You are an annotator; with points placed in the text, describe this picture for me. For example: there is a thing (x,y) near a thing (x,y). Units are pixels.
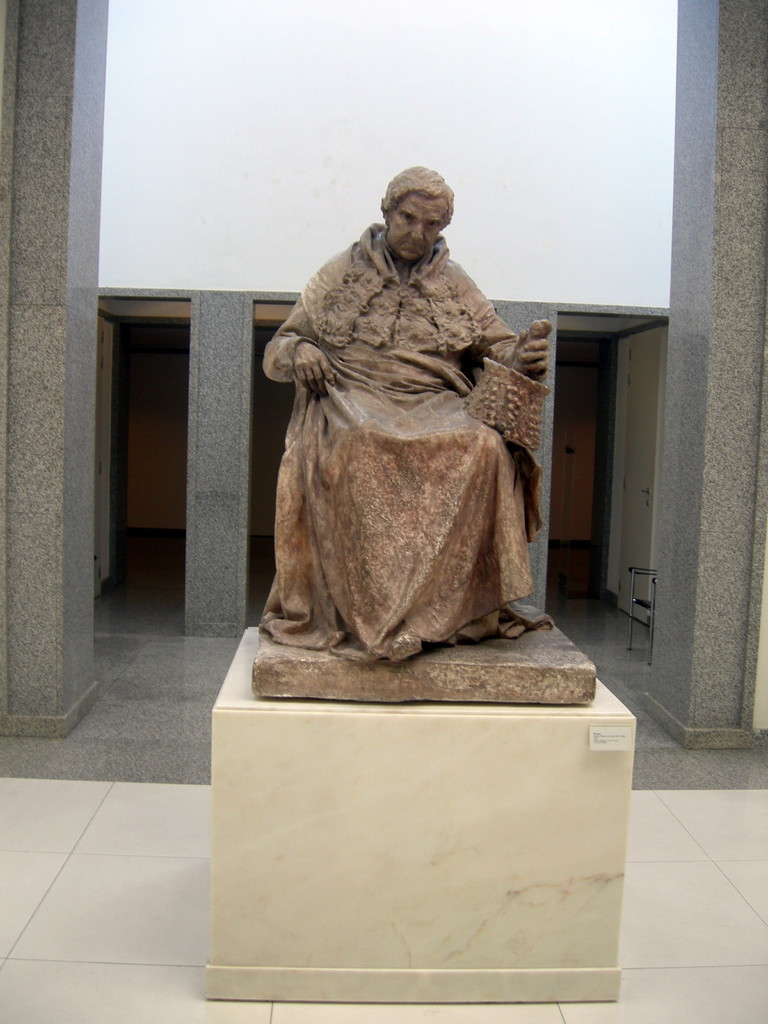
In the image we can see the sculpture (301,405) of a person (328,399) sitting wearing clothes (370,445) and holding an object (520,406) in hand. Here we can see doors (633,451), chair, marble wall (666,579) and a floor (196,819).
